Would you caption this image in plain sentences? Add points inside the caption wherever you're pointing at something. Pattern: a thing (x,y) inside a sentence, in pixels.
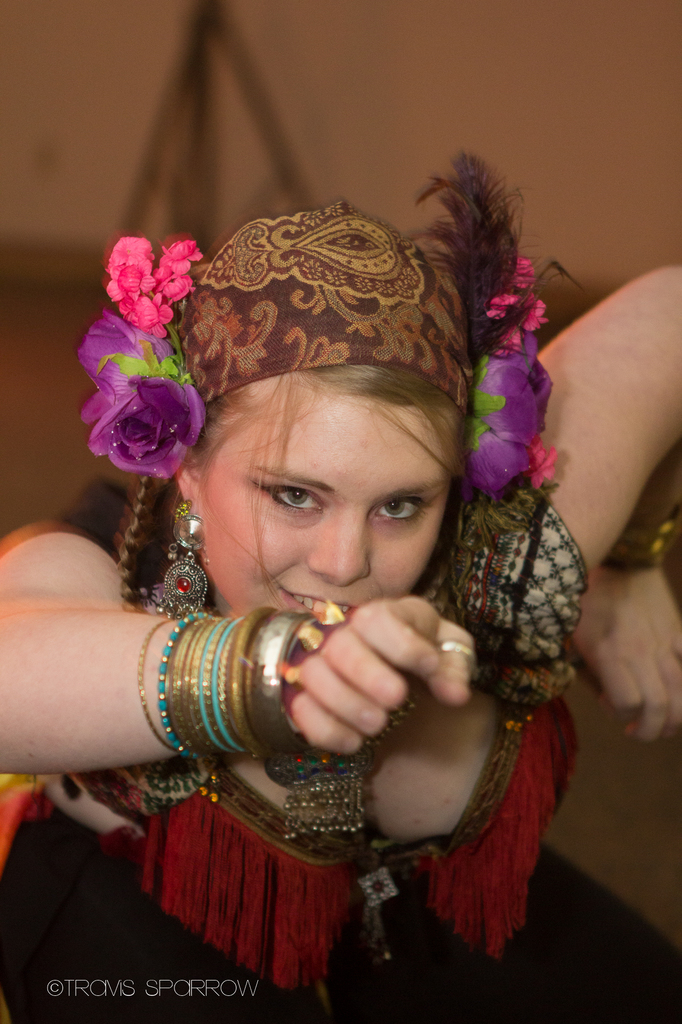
Here in this picture we can see a woman (330,499) present over a place and we can see number of bangles (230,691) and ornaments (272,690) on her and we can see she is smiling and we can see flowers (164,396) on her head (443,403) present.
